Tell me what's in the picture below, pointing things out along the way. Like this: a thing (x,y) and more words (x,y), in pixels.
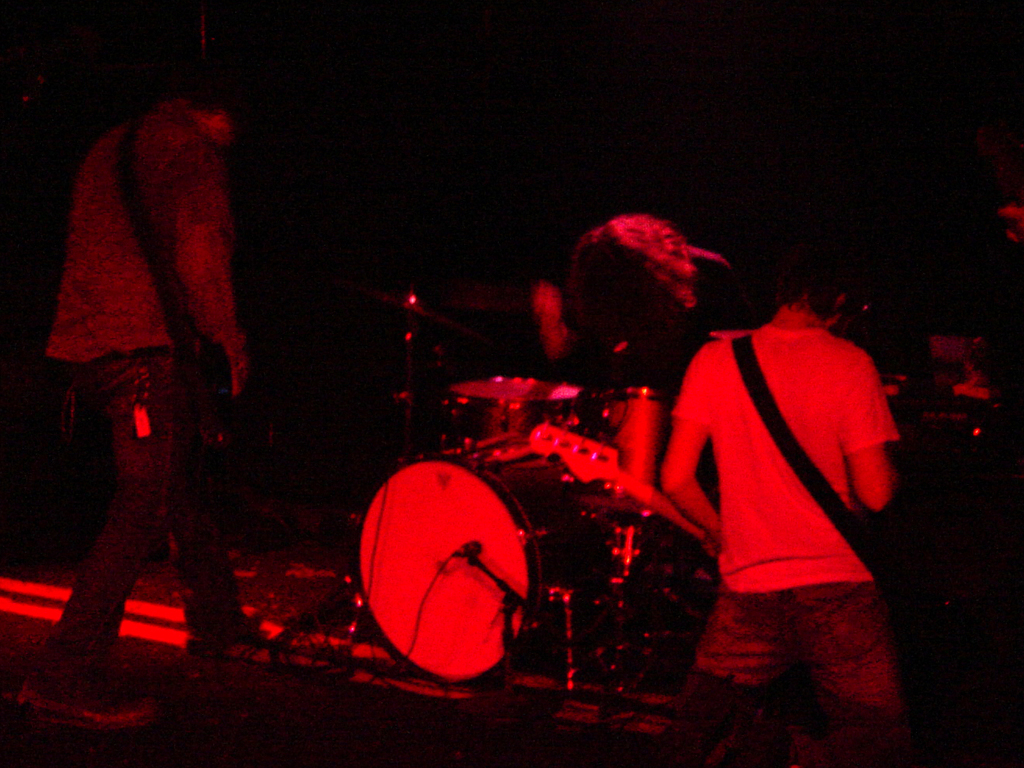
In this image there are a group of people (60,700) playing musical instruments (199,396) on the stage (177,717).
